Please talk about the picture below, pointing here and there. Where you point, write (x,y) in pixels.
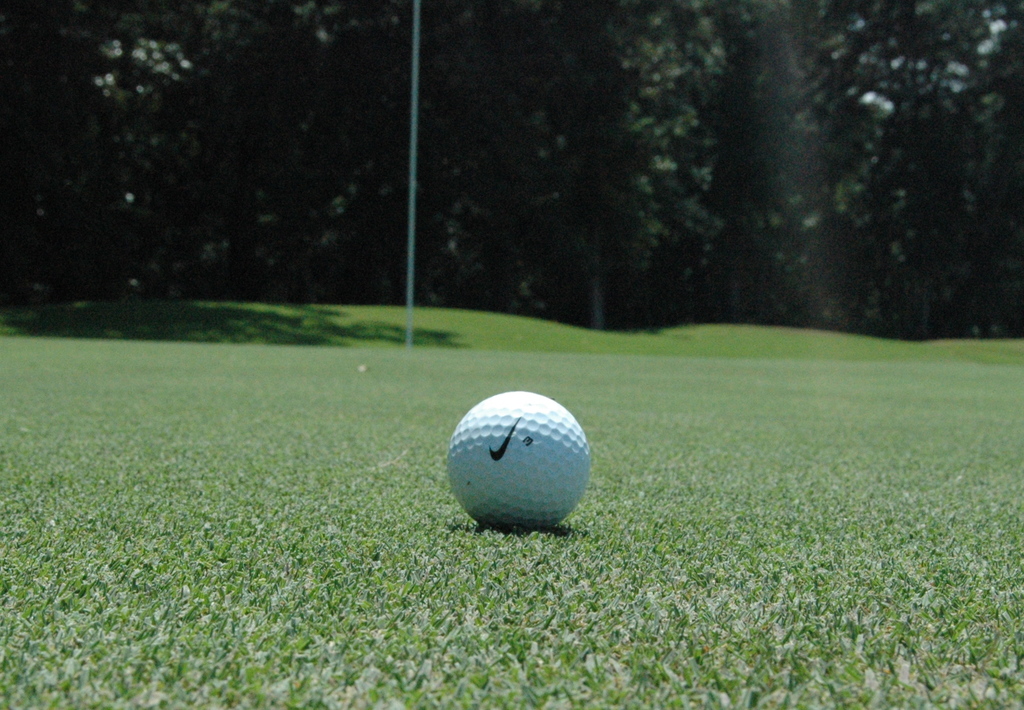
In this image we can see one white golf ball (504,520) on the ground (361,546), one pole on the ground (517,357), background (943,247) there are some trees (810,252) and some green grass (621,334) on the ground (677,523).
